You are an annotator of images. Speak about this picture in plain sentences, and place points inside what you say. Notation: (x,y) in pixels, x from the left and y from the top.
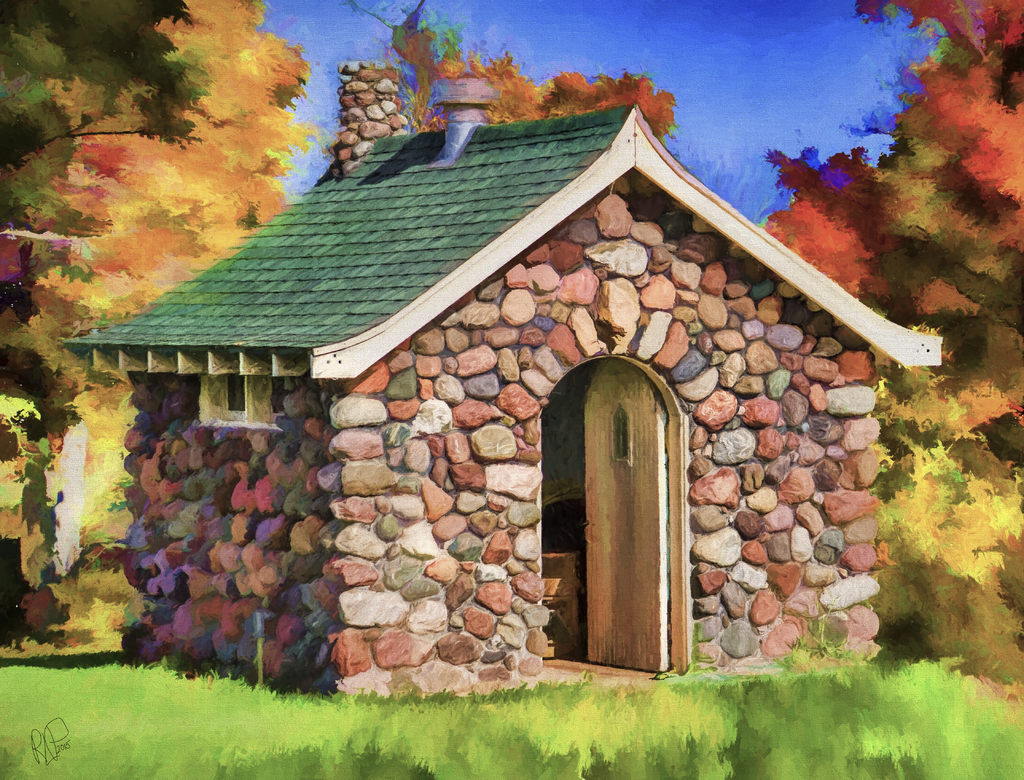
In this image it looks like an art in which we can see there is a house (458,434) in the middle (541,475). At the bottom (579,730) there is grass (614,730). At the top (701,89) there is the sky (698,72). There are trees (173,191) on either side of the house (240,300).
